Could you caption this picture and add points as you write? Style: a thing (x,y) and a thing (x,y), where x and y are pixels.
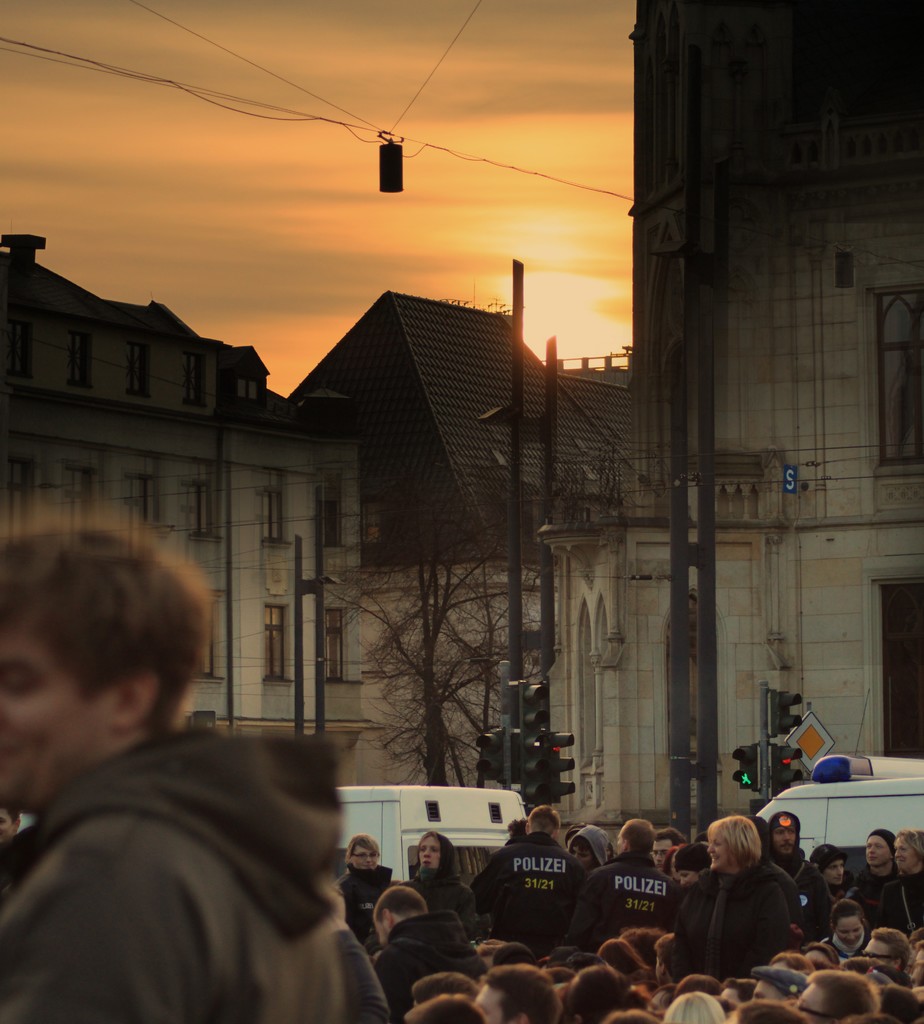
On the left side (208,621), there is a person (222,944). On the right side (798,957), there are persons (699,954) and vehicles (863,818) on the road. In the background (889,732), there are signal lights (771,696) attached to the poles (704,592), there are buildings (466,398), trees (432,735), cables (467,158) and there are clouds (236,130) in the sky (325,146).
